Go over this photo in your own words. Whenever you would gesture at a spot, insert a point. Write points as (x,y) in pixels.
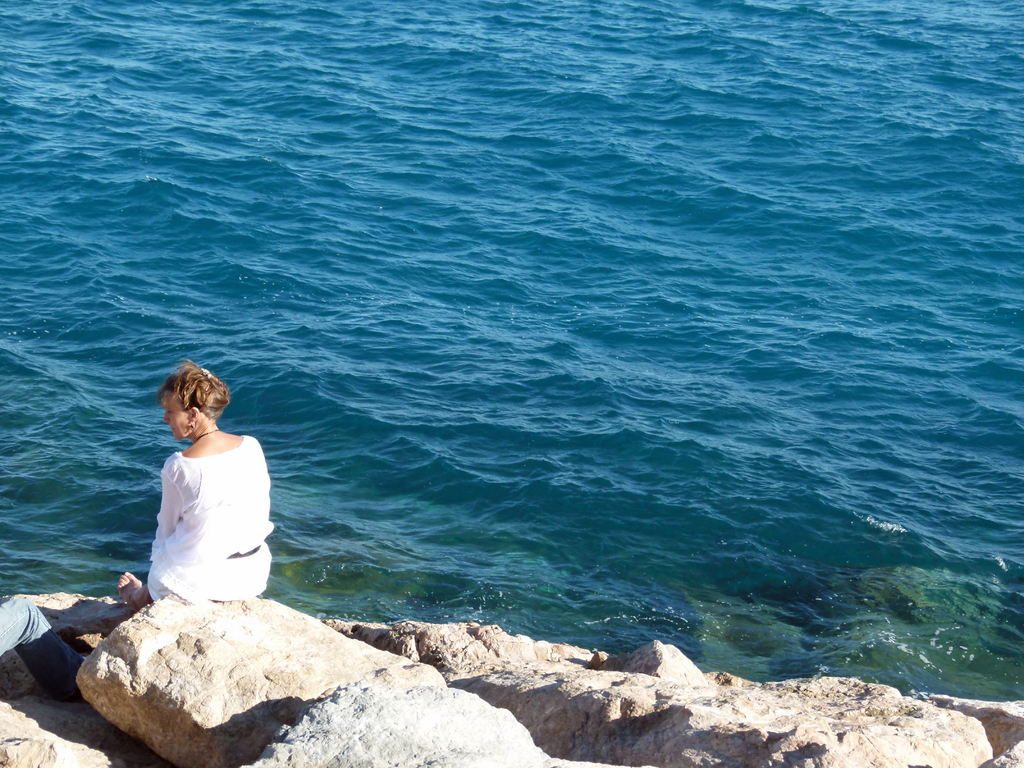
In the foreground of the image (168,532) there is a lady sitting on stones (345,717). To the left side of the image (45,653) there are person's legs (22,617). In the background of the image (331,195) there is water (415,119).
